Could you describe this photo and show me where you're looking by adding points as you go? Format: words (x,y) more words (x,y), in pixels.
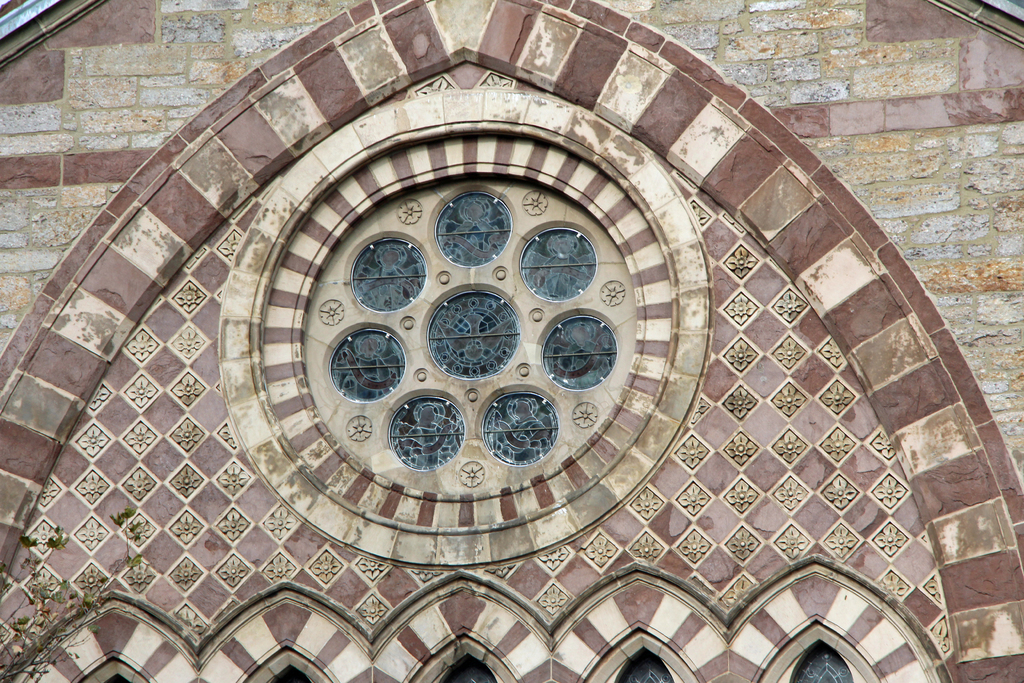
In this picture we can see a building (577,51). There is an arch (167,264) on this building (139,299).
